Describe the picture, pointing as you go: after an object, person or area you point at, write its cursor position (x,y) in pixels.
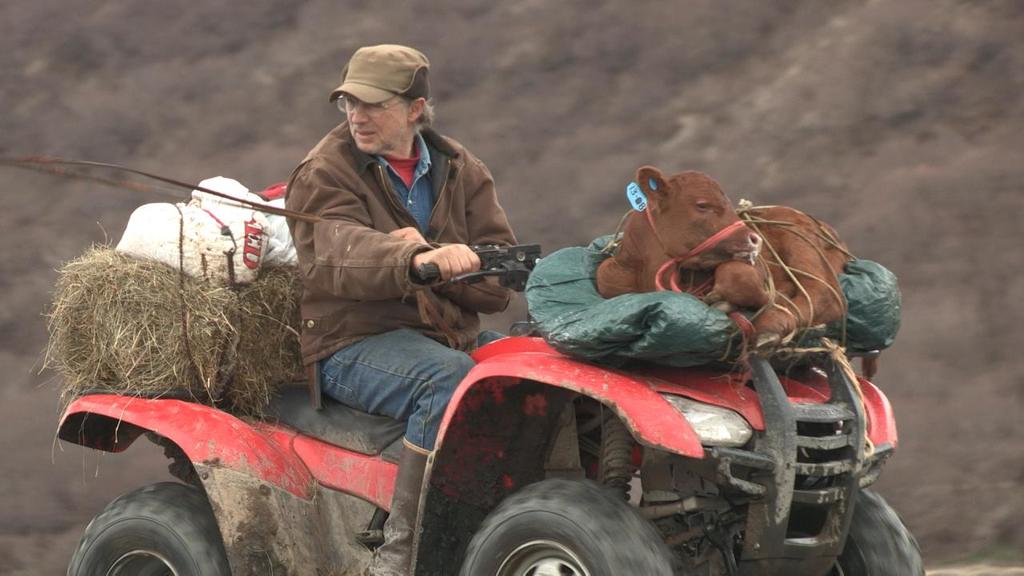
In this picture we can see a vehicle (276,547) on the ground (149,474) with a man (411,364), animal (614,277), grass (172,321) and some objects (157,214) on it.
